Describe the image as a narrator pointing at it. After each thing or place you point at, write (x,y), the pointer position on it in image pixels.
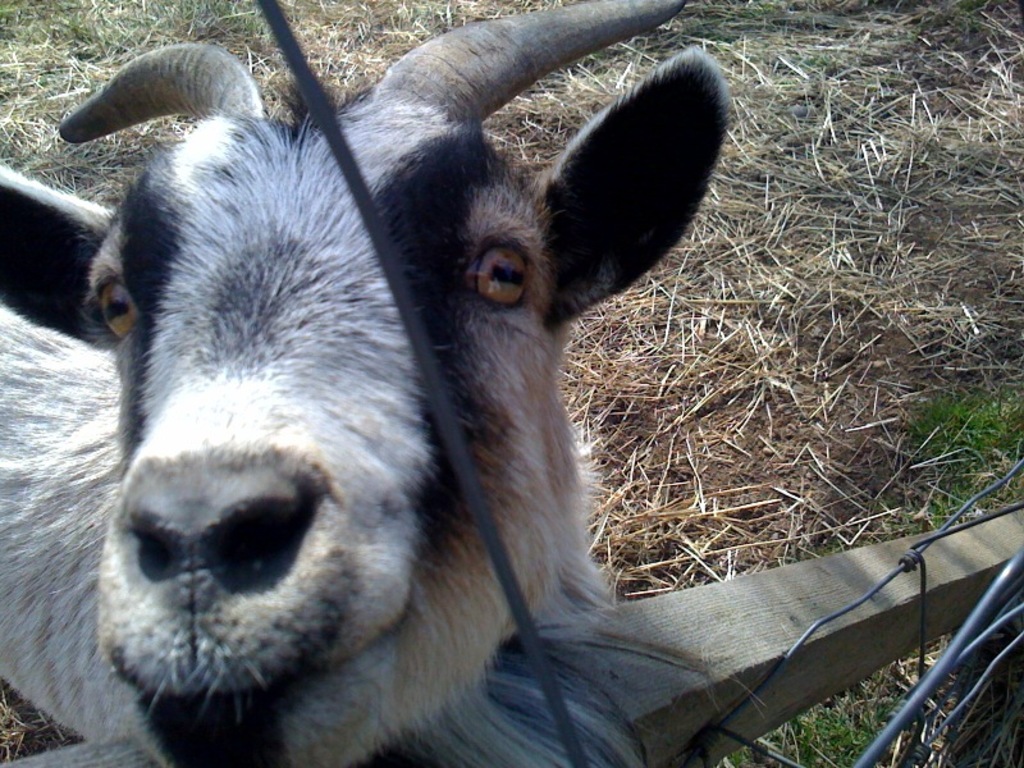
In this image we can see an animal (232,543). At the bottom (900,612) there is a fence (863,653). In the background (898,424) there is grass (715,428).
